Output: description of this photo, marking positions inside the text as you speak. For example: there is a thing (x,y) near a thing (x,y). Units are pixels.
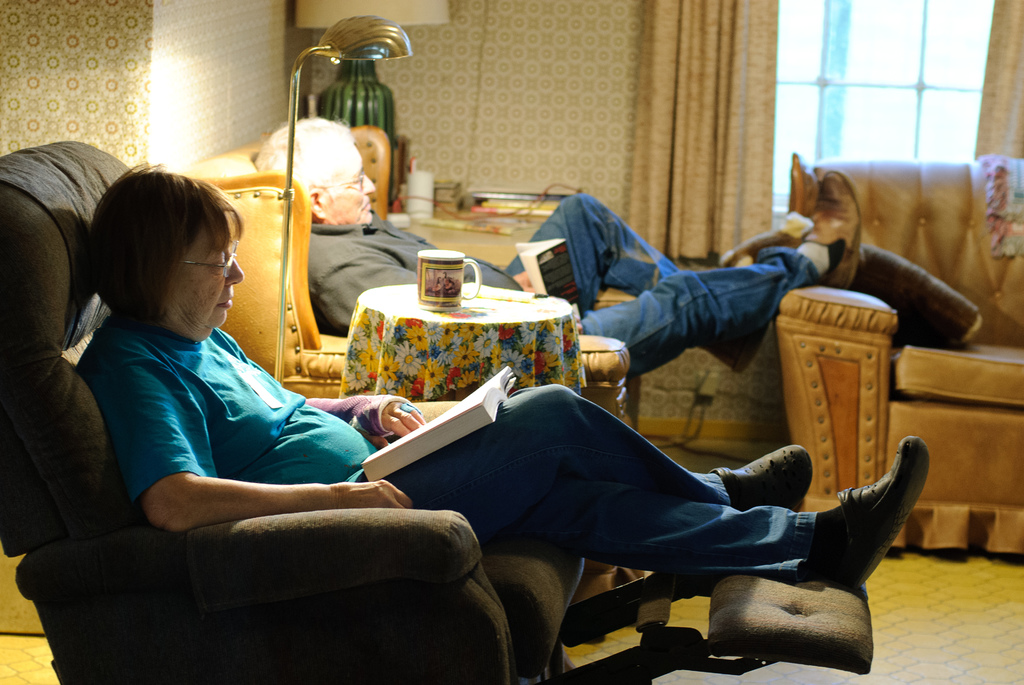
The image is inside the room (508,403). In the image there are two people (229,288) sitting on couch (62,336), in middle (486,367) there is a table (545,324) on table (534,312) we can see a cup (453,284) and cloth (513,323) with some flowers (461,348). On right side (798,130) there is a window (846,94) which is closed and curtains (739,73) and in background (384,44) there is a lamp (387,50), table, books (535,207).
